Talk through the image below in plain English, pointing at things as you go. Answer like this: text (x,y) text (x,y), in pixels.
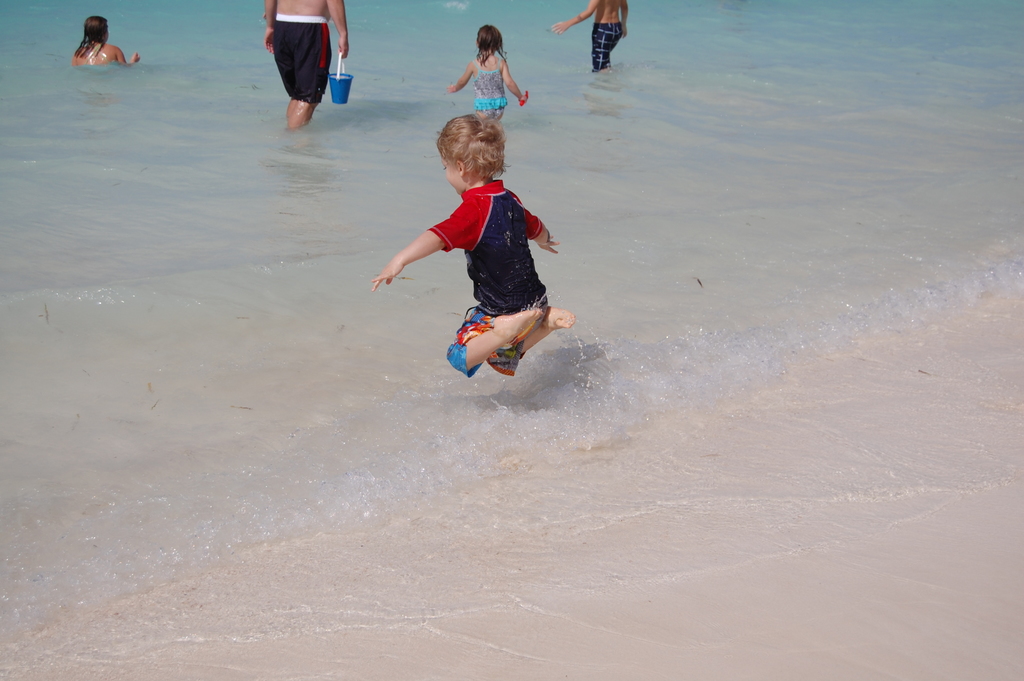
This is the boy (494,333) jumping. I can see the man (311,44), a girl (499,85) and a boy (579,21) standing in the water (278,139). Here is a woman (80,61) sitting in the water (106,146). This looks like a seashore (520,607). These are the water (221,425) flowing.
